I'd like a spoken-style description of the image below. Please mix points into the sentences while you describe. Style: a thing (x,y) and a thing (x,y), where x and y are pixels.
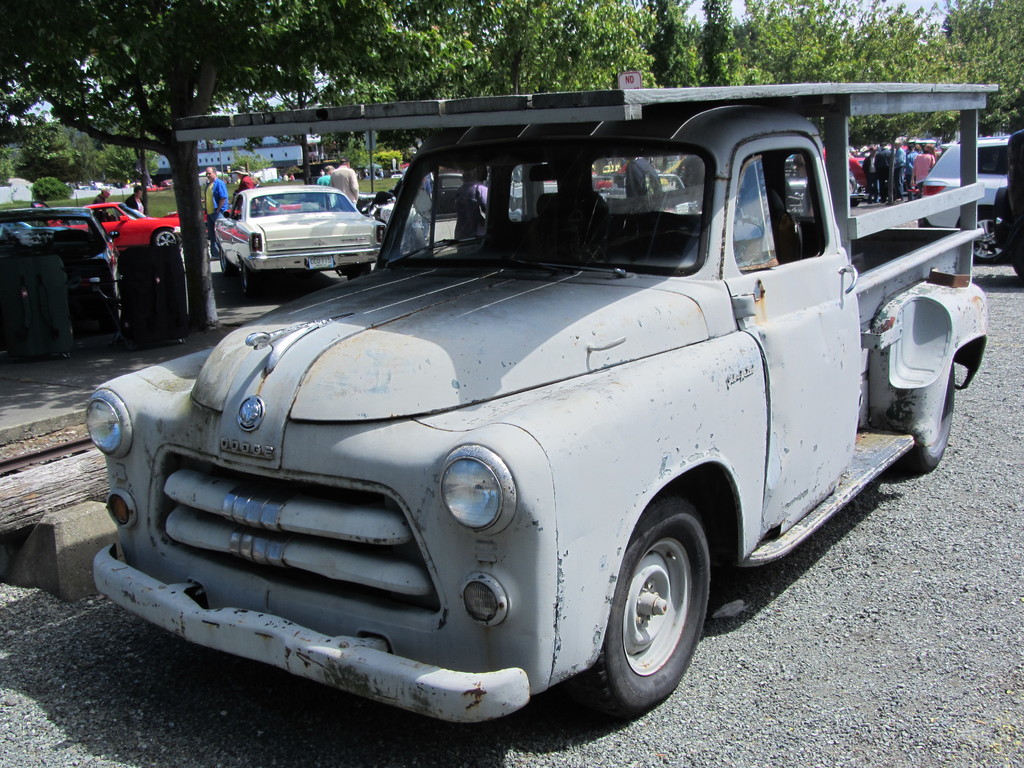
In this image there are vehicles (255,226) and we can see people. At the bottom (952,538) there is a road (52,657). In the background (136,24) there are trees (193,163) and sky (872,2).
